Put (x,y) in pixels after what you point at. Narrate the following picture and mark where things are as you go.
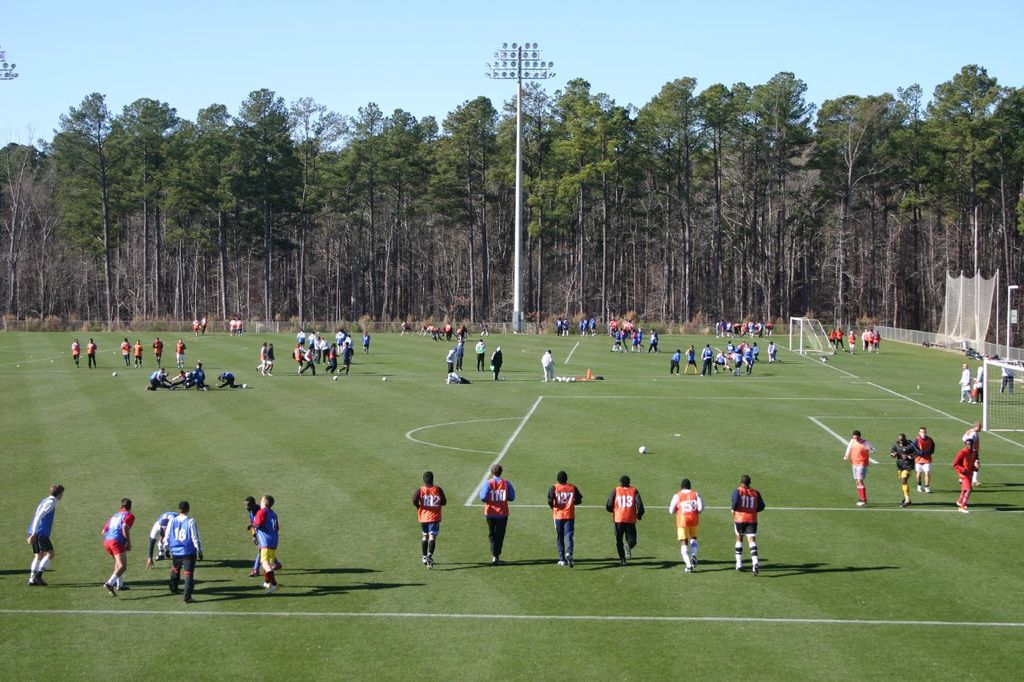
In the center of the image (480,345) there are people (634,524) running on the grass (512,518). In the background of the image (448,155) there are trees (494,170). There is a light pole (520,107). At the top of the image (375,2) there is sky (681,38). To the right side of the image (988,386) there is goal post (984,405).
